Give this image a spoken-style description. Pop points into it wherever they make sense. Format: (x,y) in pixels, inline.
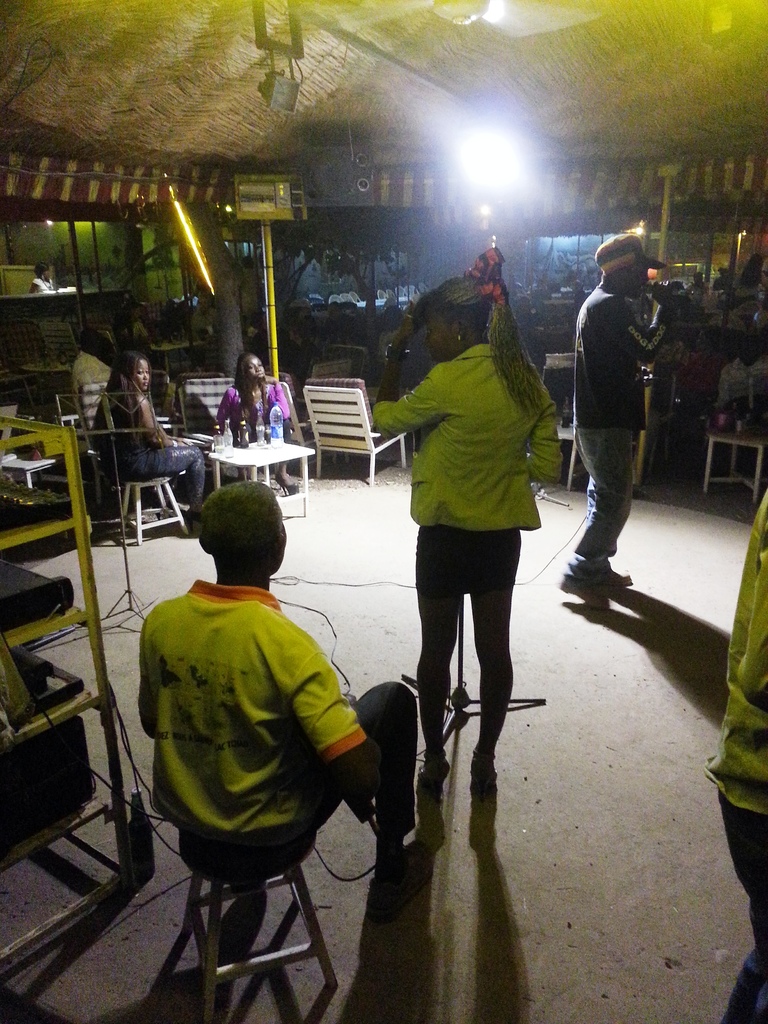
There is one person (224,782) sitting on a stool (263,885) and wearing a yellow color t shirt (267,690) at the bottom of this image (270,736). There is one women (458,489) standing in the middle (474,503) is also wearing yellow color jacket (475,479). There is one person (600,402) standing on the right side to this person (485,412) is holding a Mic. There are some persons (152,420) sitting on the chairs (192,388) in the background (246,383). There is a tent (276,139) at the top of this image (384,111). There is a light (293,104) on the left side of this image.
